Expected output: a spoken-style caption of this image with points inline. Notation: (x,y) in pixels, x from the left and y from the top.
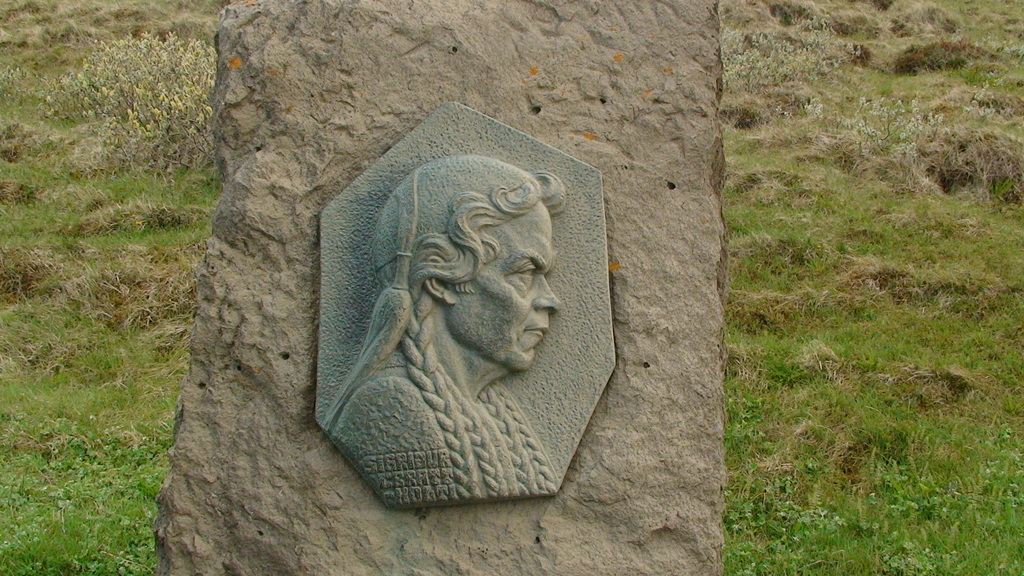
In this image in the center (623,271) there is a pillar (650,272), and on the pillar (225,469) there is a sculpture of a person (516,239) and in the background (919,408) there is grass (71,422).
